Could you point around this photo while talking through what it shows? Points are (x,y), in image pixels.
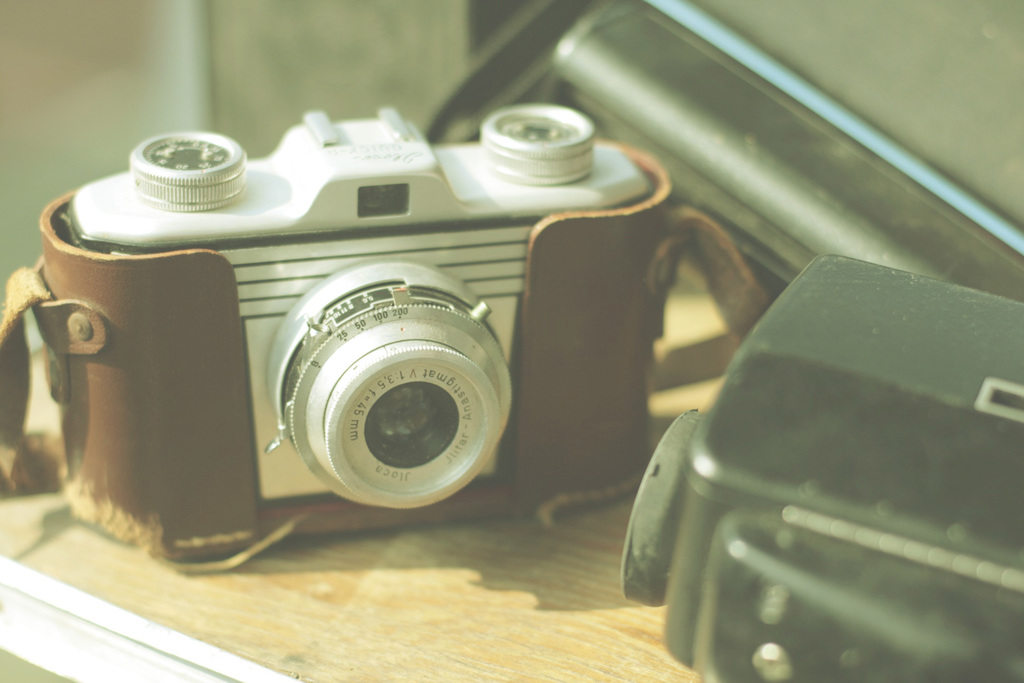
There is one camera (369,360) and some other objects (655,471) are kept on a wooden floor (390,599) as we can see in the middle of this image (359,403), and there is a wall (343,84) in the background (426,72).
